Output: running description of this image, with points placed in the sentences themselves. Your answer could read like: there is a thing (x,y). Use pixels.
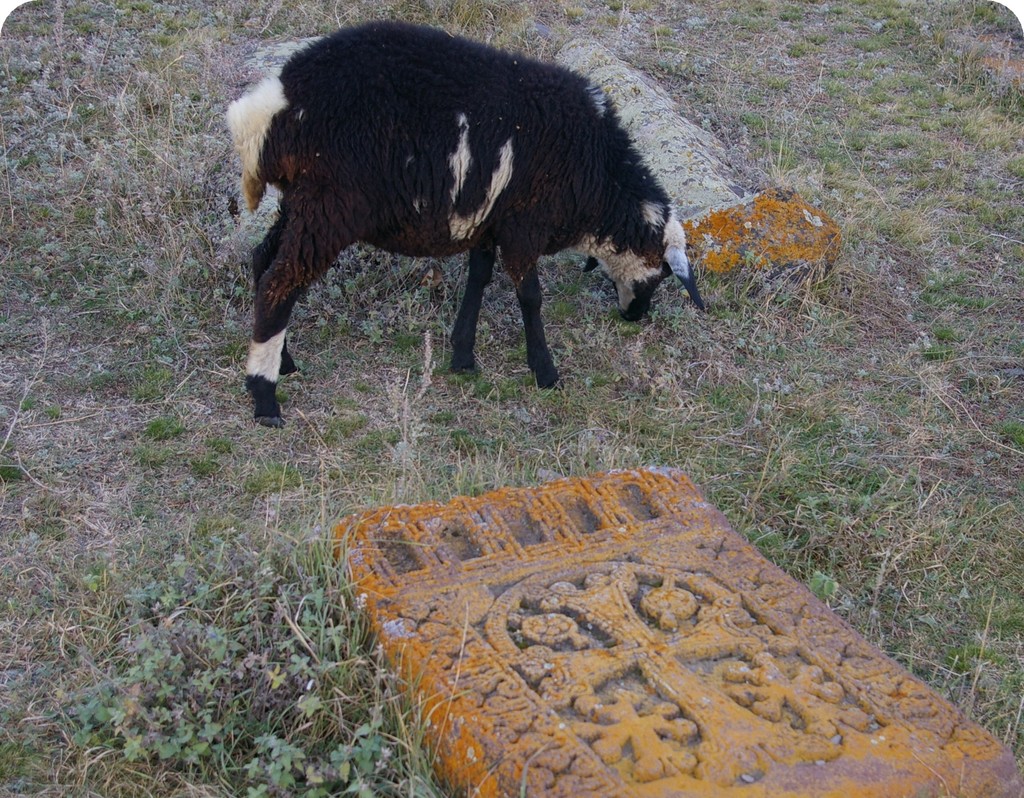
In this image we can see an animal (503,103) and also the graves (676,585). In the background (967,379) we can see the grass (345,401).
